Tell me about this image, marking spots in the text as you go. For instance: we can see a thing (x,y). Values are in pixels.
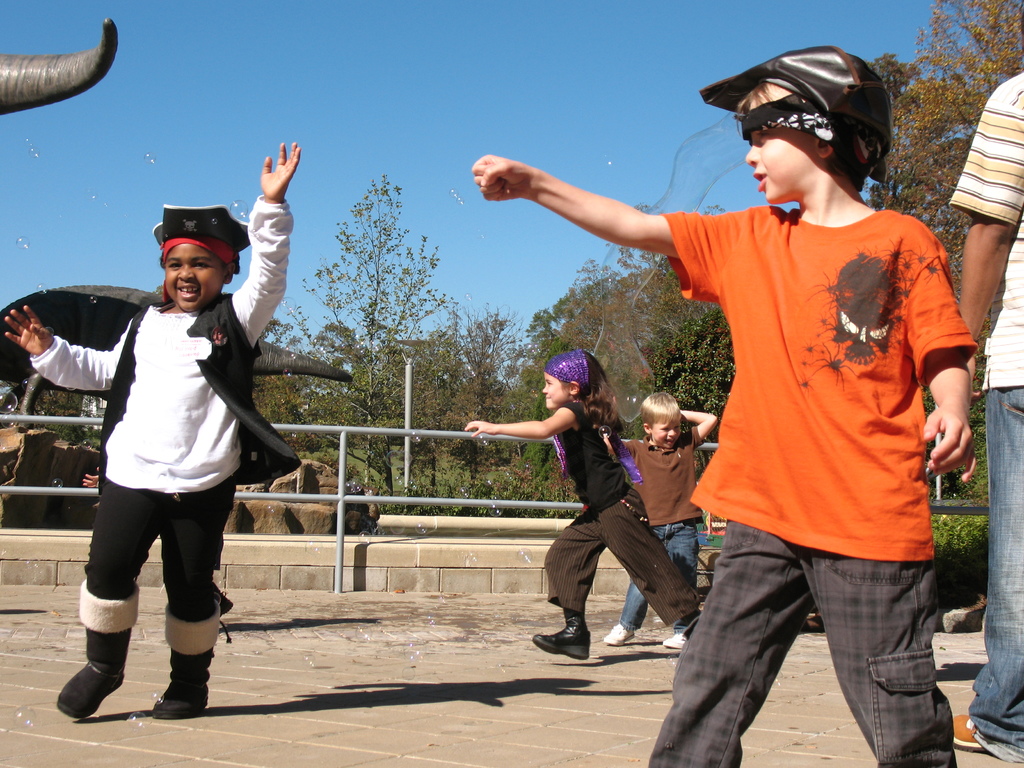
In this picture there are group of people (1016,388) walking. At the back (43,441) there is a railing (70,491) and there are trees (538,474) and rocks (262,526) and there is a sculpture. At the top (229,79) there is sky (341,74) and there are water bubbles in the air (417,191). At the bottom (230,720) there is a road (522,698).
